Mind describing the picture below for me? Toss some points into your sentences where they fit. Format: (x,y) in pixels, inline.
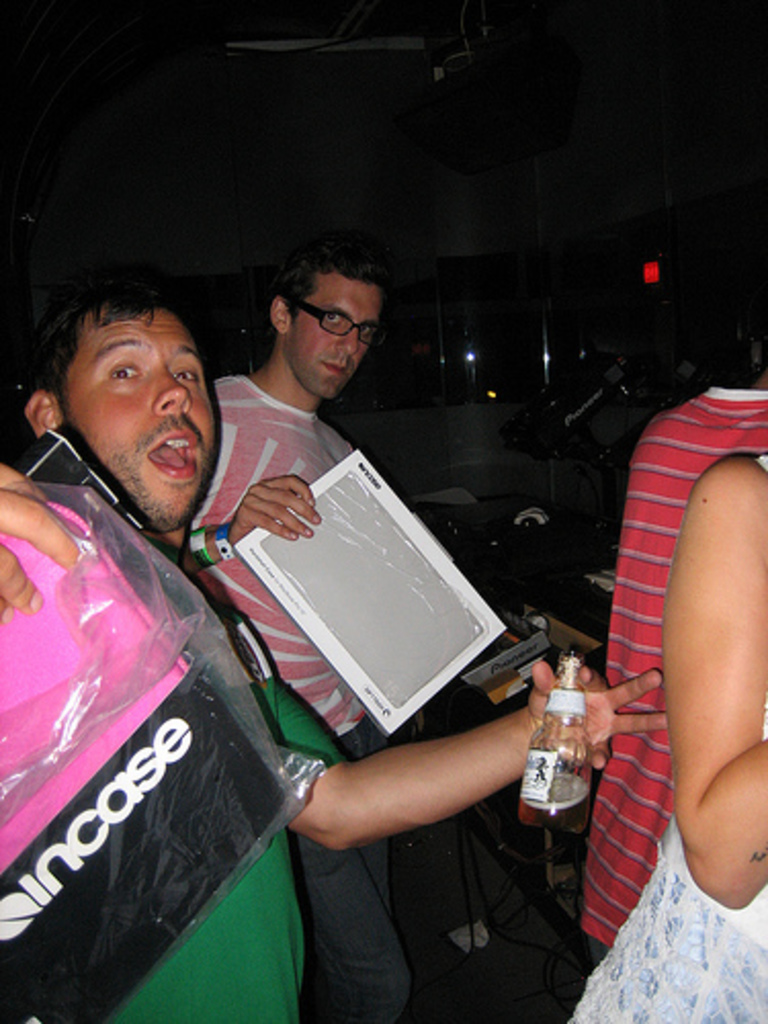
In the image there are few people (323,955) in the foreground (333,848), they are holding some objects (376,681) with their hands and behind them there is some other equipment (556,443).
